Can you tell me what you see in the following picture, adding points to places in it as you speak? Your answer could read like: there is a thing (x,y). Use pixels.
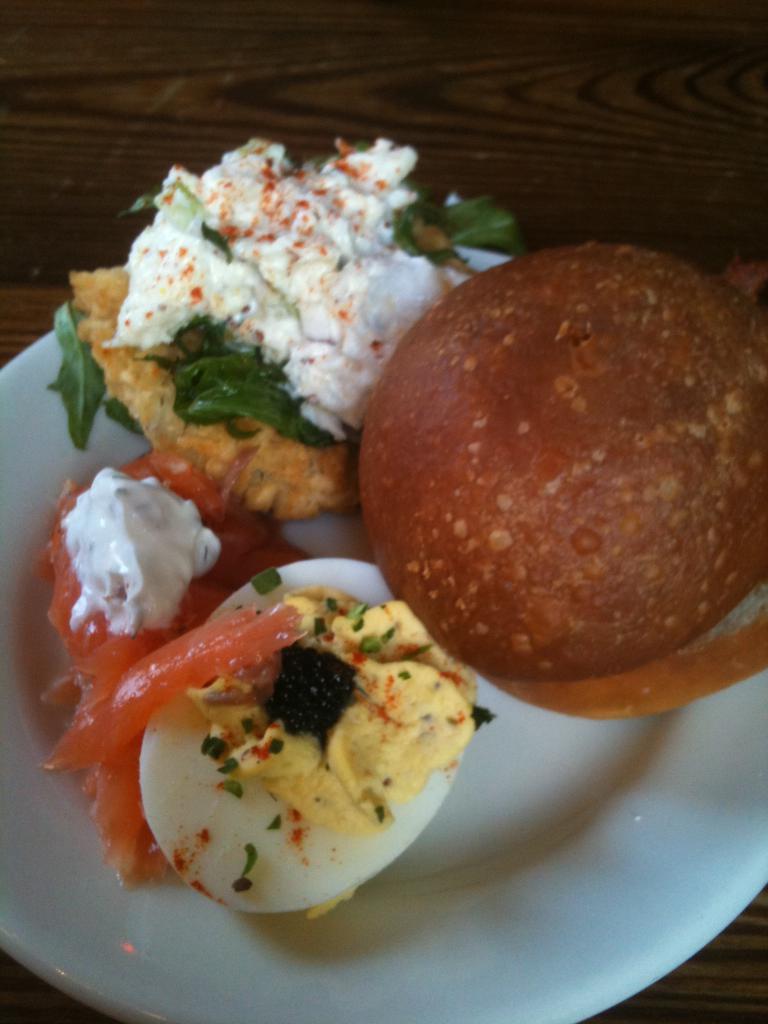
In the picture we can see a plate (725,775) on the wooden plank (29,280), on the table (711,146) we can see some food items (319,737) like egg slice (331,568) and some cream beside it and a bun (411,500).
